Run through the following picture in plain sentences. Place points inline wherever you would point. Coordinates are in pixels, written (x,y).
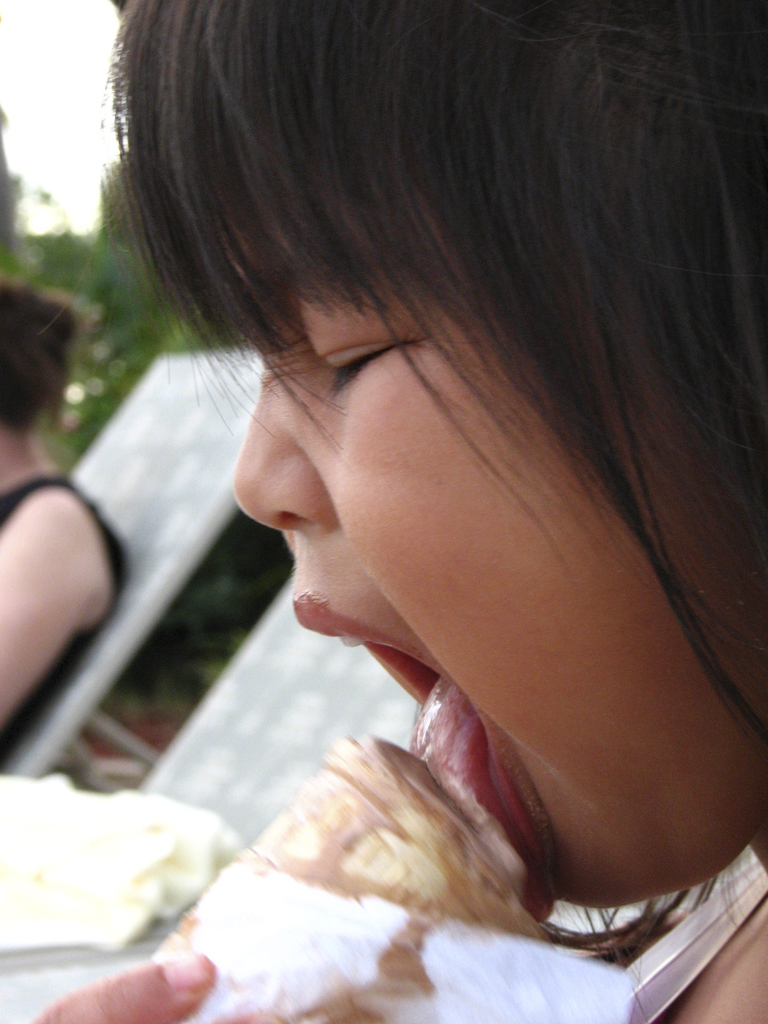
In the foreground of the image (605,577) we can see a person (672,693) holding food (398,881). On the left side of the image (61,524) we can see a person (76,538) sitting in a chair (97,652), In the background (166,642), we can see a group of trees (96,357) and the sky (40,164).
